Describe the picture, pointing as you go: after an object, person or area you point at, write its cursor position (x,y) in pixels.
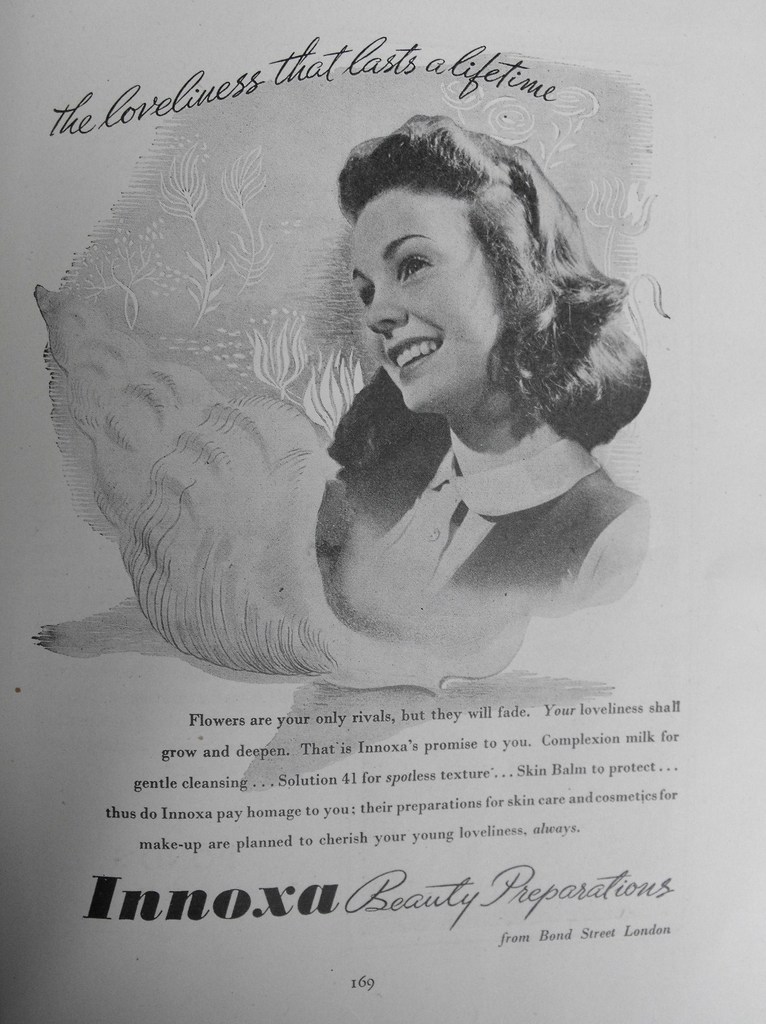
In this image there is a person (419,351), there is text (208,727), there is a number (362,987), the background of the image (399,980) is white in color.
